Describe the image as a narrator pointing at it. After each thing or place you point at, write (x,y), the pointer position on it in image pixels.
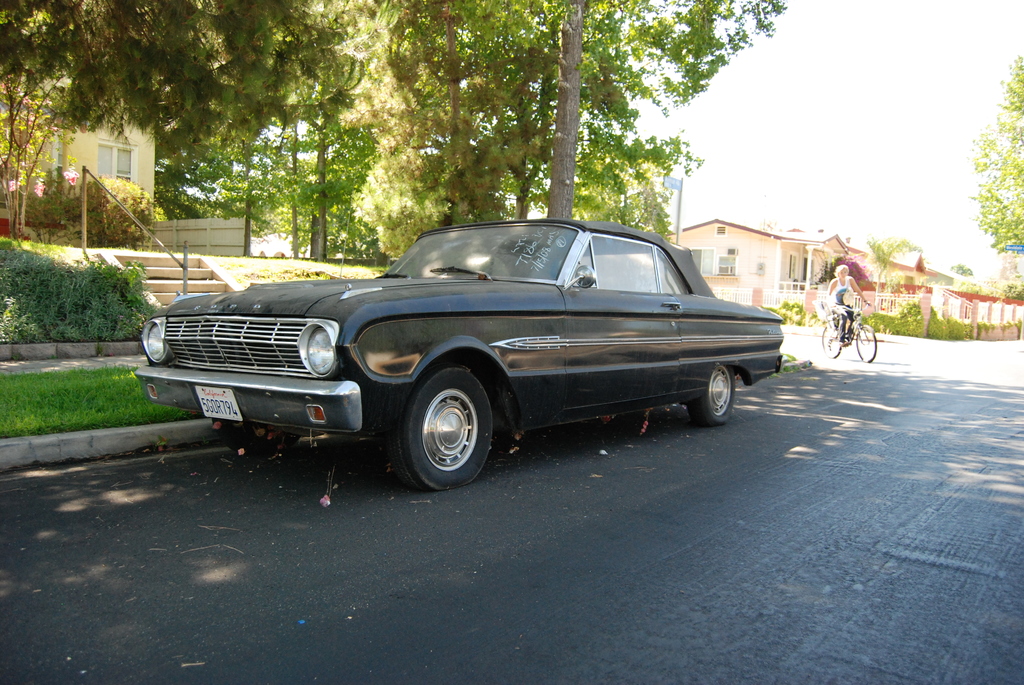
This image is taken outdoors. At the bottom of the image (401,586) there is a road (838,552). At the top of the image (778,110) there is the sky (817,173). In the background (823,289) there are a few houses (739,245). There are many trees (289,122) and plants (939,321) with leaves (995,216), stems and branches (655,221). There are a few poles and signboards (674,179). There are a few stairs (197,270). There is a fence (173,237). There is a ground (81,399) with grass (111,417) on it. In the middle of the image (474,348) a car (412,395) is parked on the road (805,342) and a person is riding on the bicycle (857,327).
